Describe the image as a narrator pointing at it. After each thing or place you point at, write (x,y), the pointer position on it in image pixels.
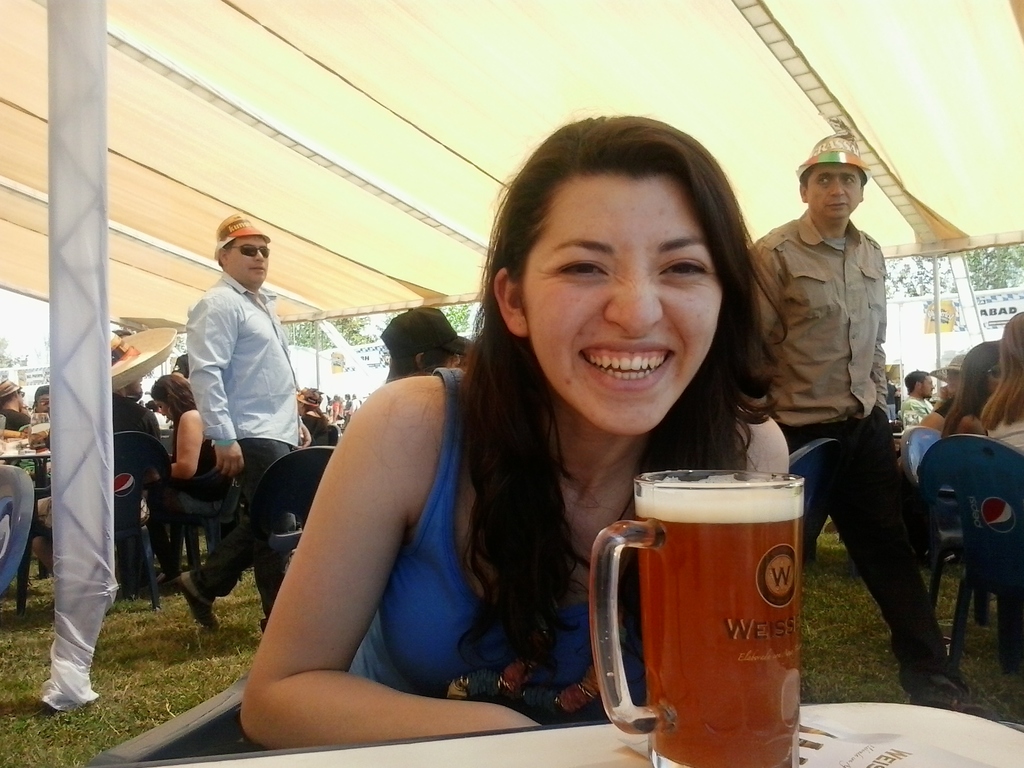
In this picture we can see a woman (519,635) is sitting in front of a table (501,760), there is a jug of drink (690,615) present on the table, in the background (960,405) we can see some people (926,422) are sitting on chairs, there are two persons (231,298) walking in the middle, it looks like a shed (270,199) at the top of the picture (332,109), in the background (942,283) we can also see trees (980,282), at the bottom (89,714) there is grass (86,736).
